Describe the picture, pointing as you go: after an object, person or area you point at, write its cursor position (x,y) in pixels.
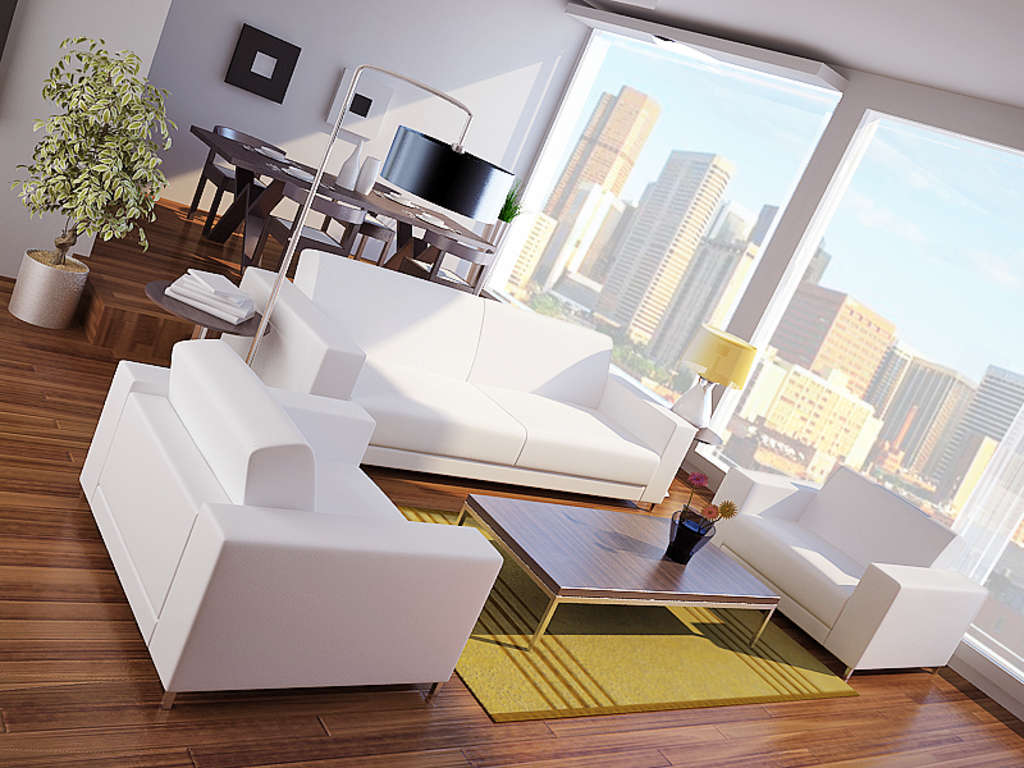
In this picture there is a sofa set (601,440) in this room (336,390). There is a table (609,567) in front of the sofas (556,427). In the background (459,231) there is a dining table (244,183) plants (101,150) and a wall (210,92) here. We can observe some buildings (651,246) through this window (660,262).
